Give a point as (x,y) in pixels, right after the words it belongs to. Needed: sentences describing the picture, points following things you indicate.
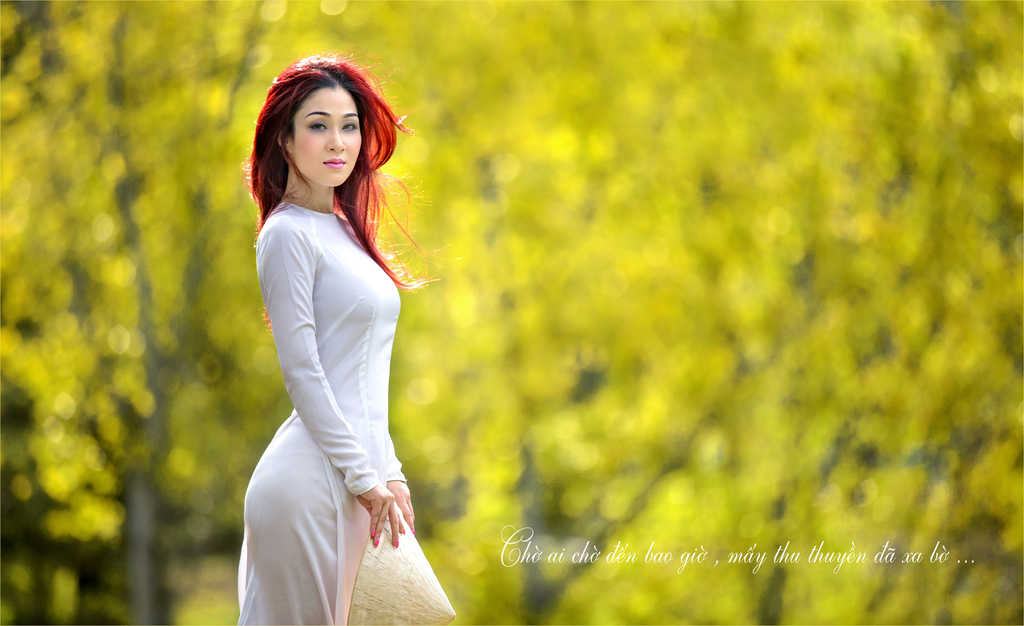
There is a woman (299,350) wearing white dress (296,351) is standing and there are trees (631,143) in the background (576,131).
